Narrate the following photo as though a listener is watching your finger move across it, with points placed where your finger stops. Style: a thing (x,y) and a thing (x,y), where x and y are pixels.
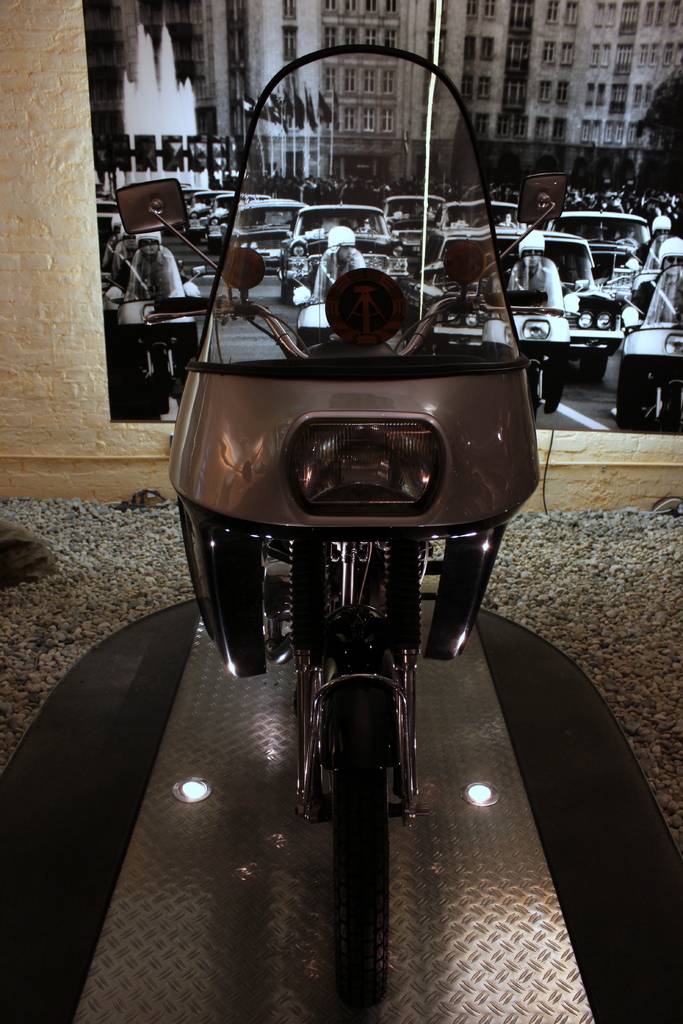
In the image I can see a vehicle (454,483). In the background (491,119) I can see vehicles (185,339) on the road (277,299), buildings (344,94), flags (280,113), water fountain (177,98) and some other objects (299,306).
